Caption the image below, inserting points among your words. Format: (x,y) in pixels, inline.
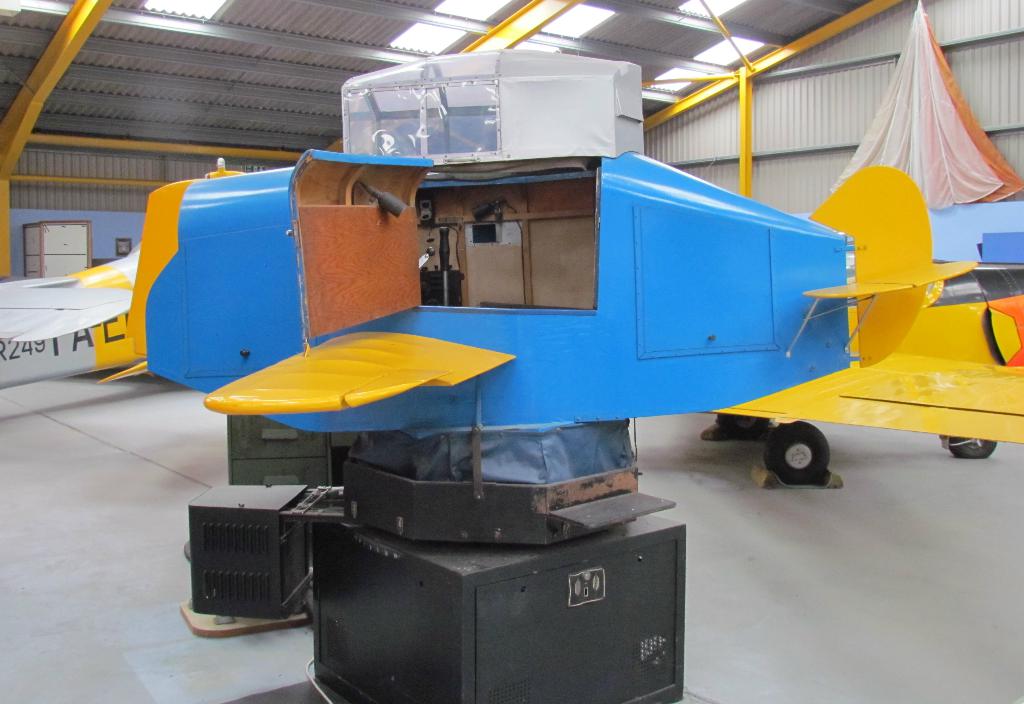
In this image we can see a model of aircraft (449,290) on a stand (457,569). In the back (786,399) we can see an object (797,450) with tires (797,450). On the ceiling (323,47) there are lights (574,16). In the back (22,257) there is a wall (116,225). Also there is a box (67,242). On the right side (927,154) there is a cloth (876,122).
